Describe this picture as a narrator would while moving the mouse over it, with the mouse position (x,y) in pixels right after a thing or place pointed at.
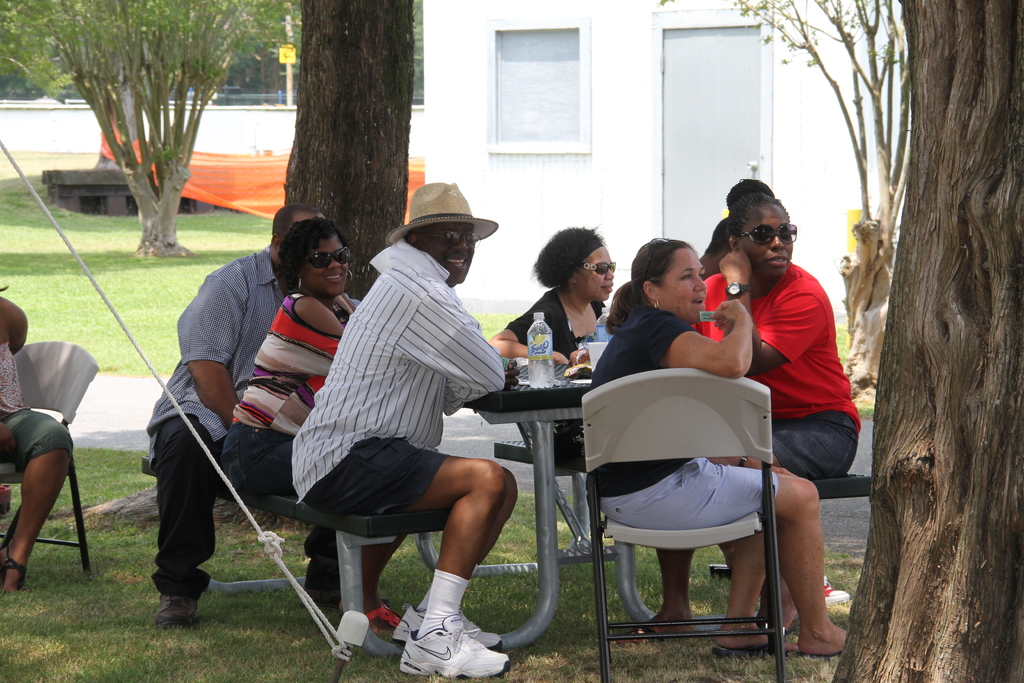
In this image I can see there are group of people (430,337) who are sitting on a chair (600,473) in front of a table (544,403). On the table (539,426) I can see there are few objects (533,351) with a water bottle (533,350) on it. I can also see there are few trees (310,107) and a building (632,97) with the door (710,102).
